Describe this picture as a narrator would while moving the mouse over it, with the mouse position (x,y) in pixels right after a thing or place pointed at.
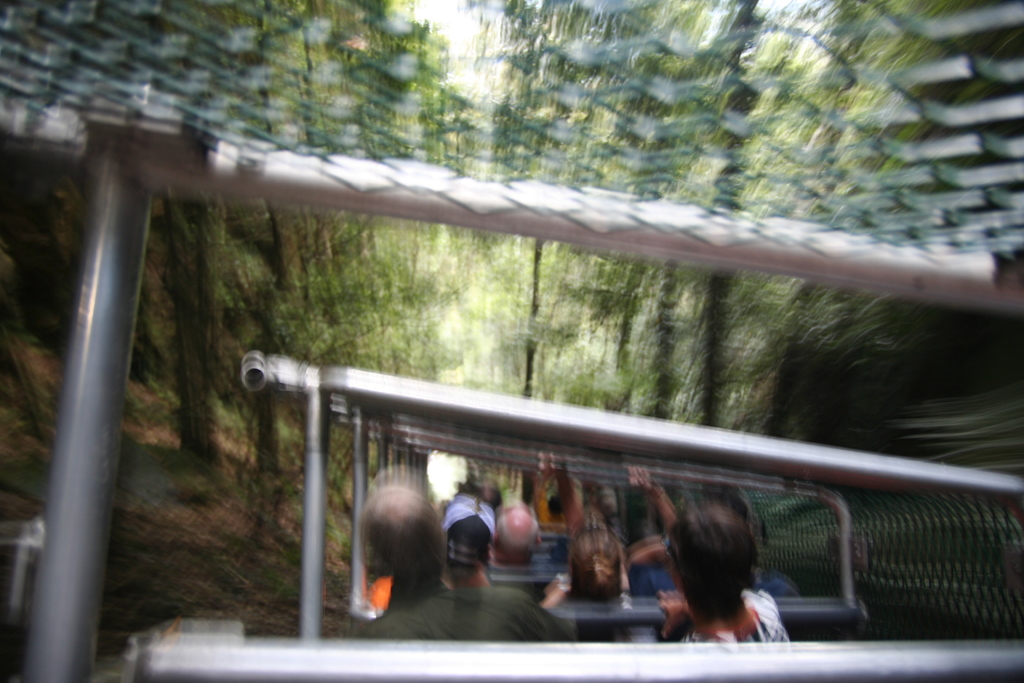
In this image we can see many trees (376,57). There are many people (608,521) are riding in a vehicle (591,659).
